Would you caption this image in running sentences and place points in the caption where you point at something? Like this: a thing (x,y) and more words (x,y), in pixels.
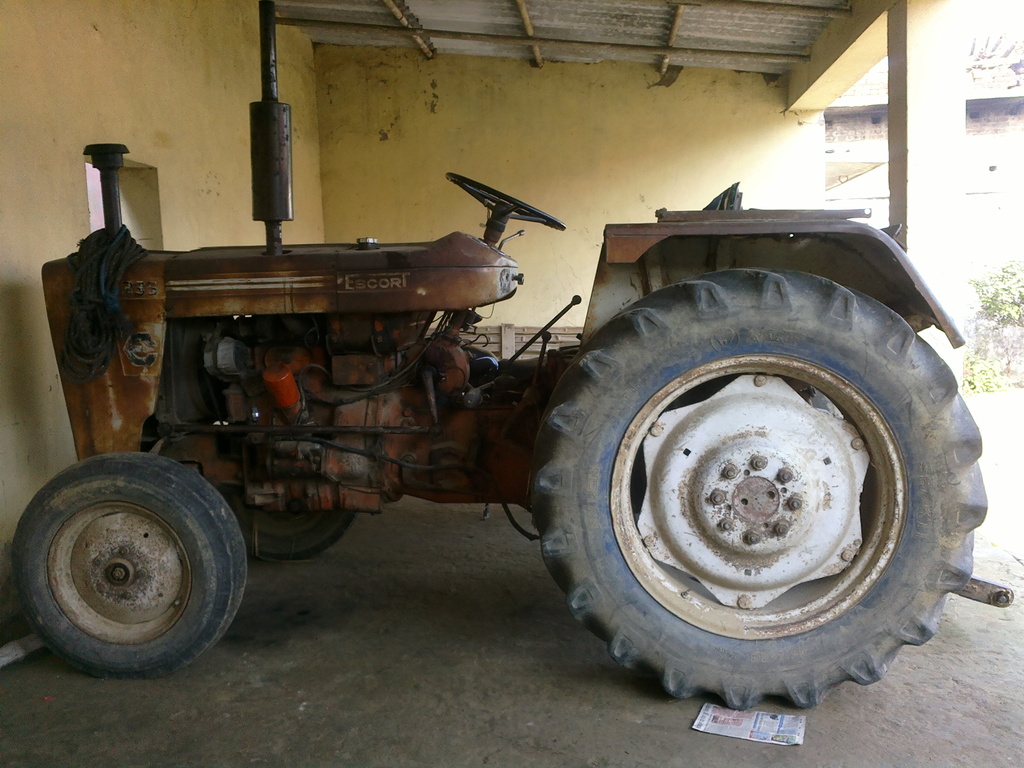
In this image I can see the ground (445,679), a paper (740,727) on the ground (455,644) and a tractor (749,462). I can see a rope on the tractor (689,649), the yellow colored walls (632,135), few plants (1023,319) and other building (988,99) in the background (996,160).
